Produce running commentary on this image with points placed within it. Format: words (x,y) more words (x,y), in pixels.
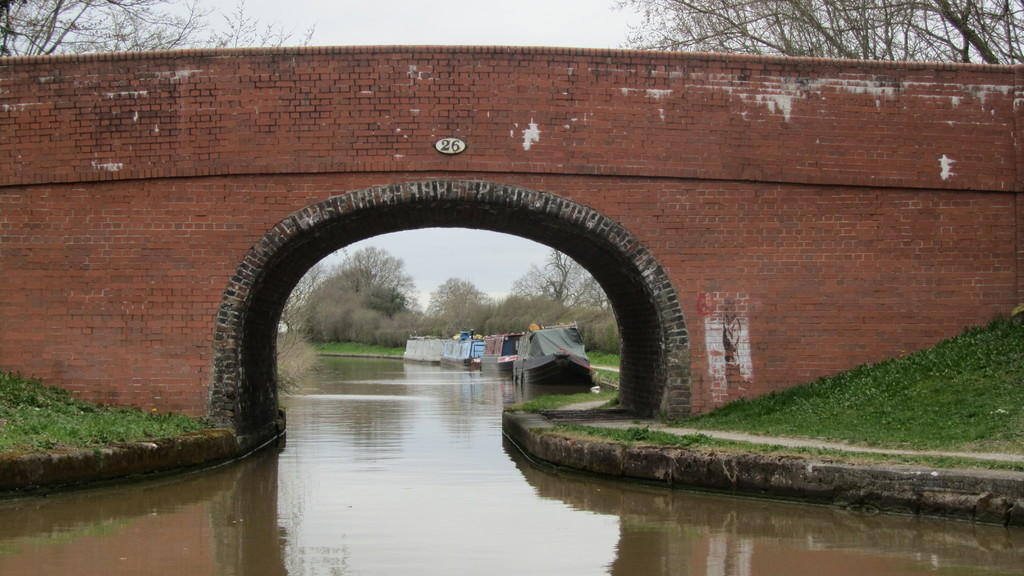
In this image we can see sky (539,27), trees (663,24), a small bridge (525,132), houseboats (521,339), grass (895,411), water (591,555) and bushes (396,335).
